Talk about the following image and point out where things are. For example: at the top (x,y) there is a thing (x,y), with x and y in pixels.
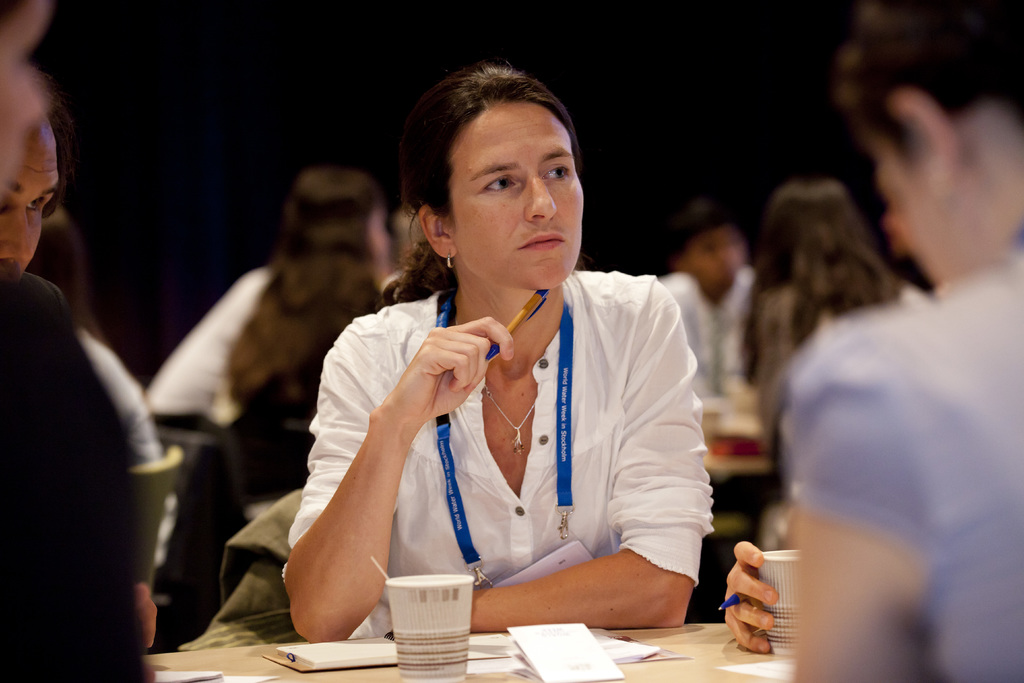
In this image we can see a woman (487,278) sitting and wearing a lanyard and holding a pen (525,320). And we can see a glass (440,612), and some other objects (575,645) on the table (187,668). And we can see the surrounding people (955,302).
